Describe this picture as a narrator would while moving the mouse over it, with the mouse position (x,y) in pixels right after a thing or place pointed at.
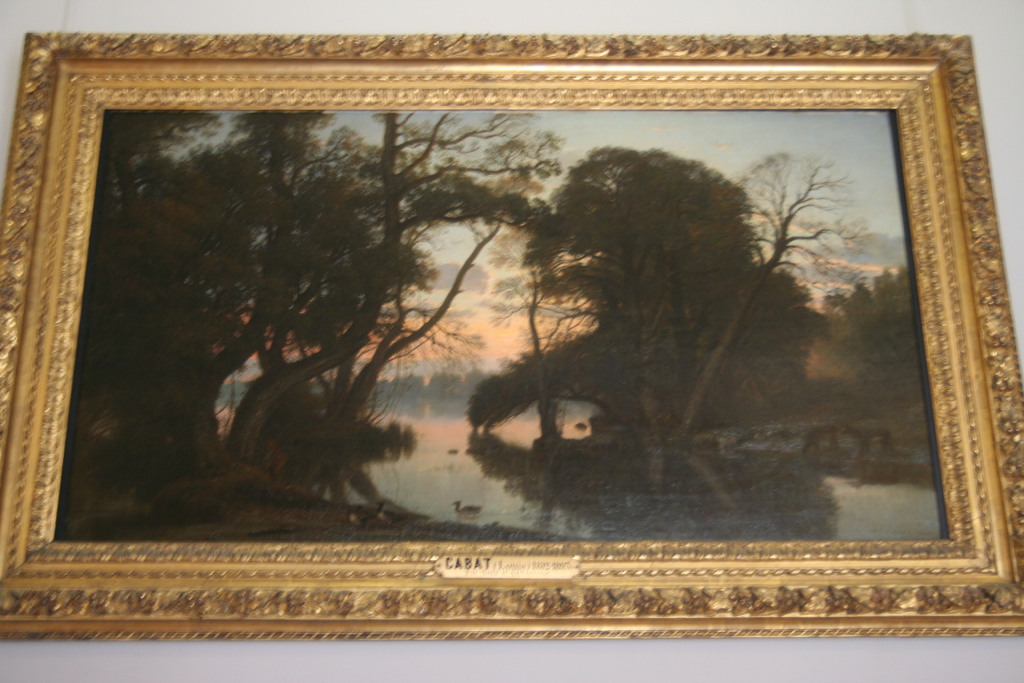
In this picture we can see a photo frame (548,619), in this frame (528,491) we can see picture of trees (365,342), water (458,460), a duck (467,510) and the sky (634,140).
